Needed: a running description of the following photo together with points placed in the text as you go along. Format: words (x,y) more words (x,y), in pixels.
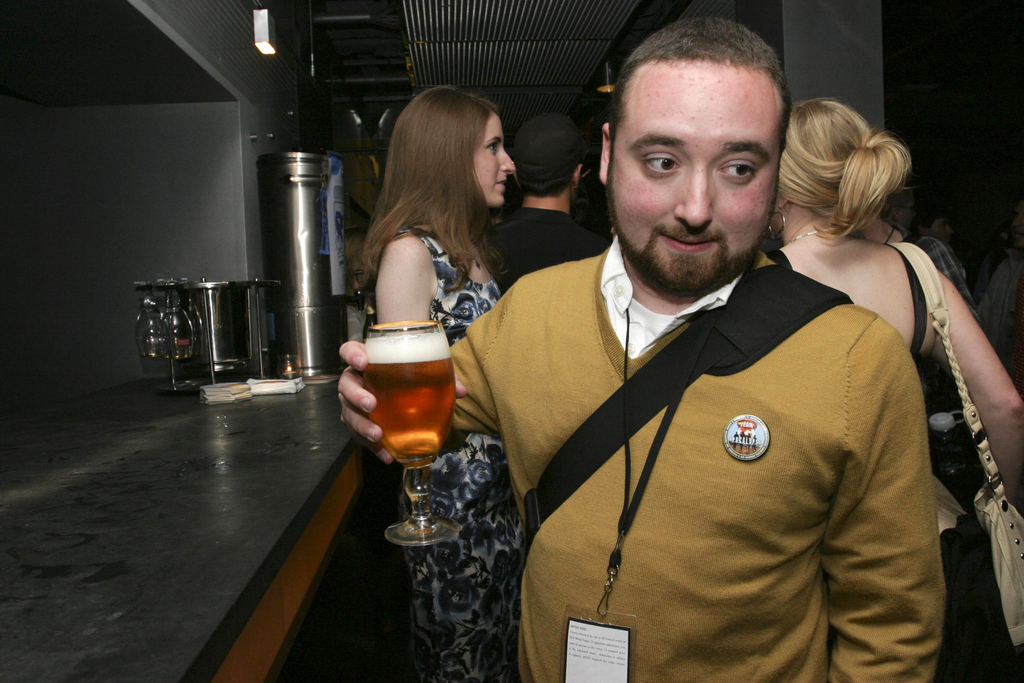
In this picture I can see a man (584,490) holding a wine glass (438,411) with his hand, behind him few persons (794,143) are there. On the left side (142,313) there are glasses (188,337).
